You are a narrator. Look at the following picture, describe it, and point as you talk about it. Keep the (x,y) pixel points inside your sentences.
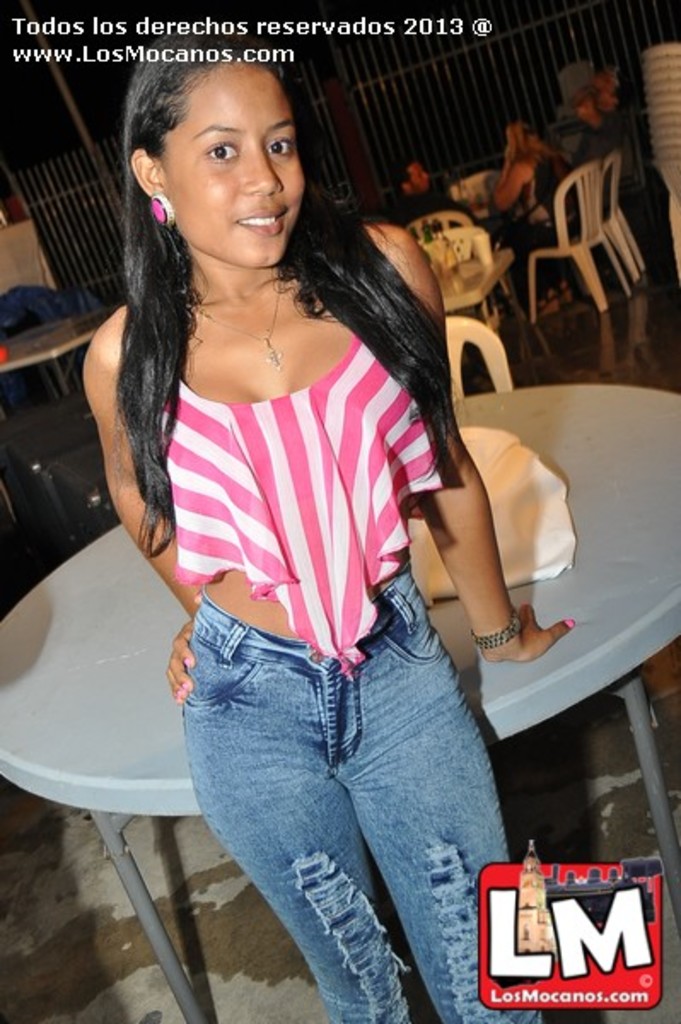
In this picture we can see a woman (288,689) and in the background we can see tables (596,516), few people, chairs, fence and some objects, in the bottom right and top left we can see a logo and some text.
